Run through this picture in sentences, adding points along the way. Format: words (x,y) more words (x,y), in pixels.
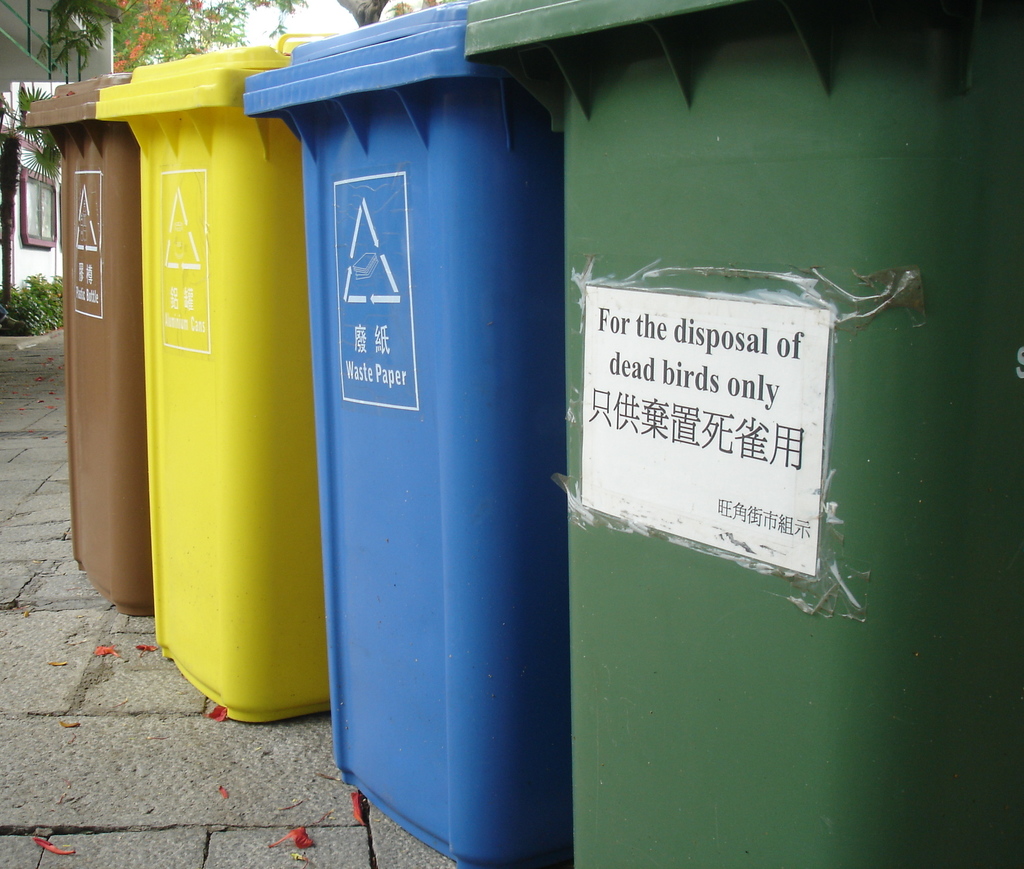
In the center of the image (536,336) we can see four dustbins (580,375), which are in brown, yellow, blue and green color. On the dustbins (809,635), we can see the banners (621,375). On the banners (609,397), we can see some text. In the background (220,30) we can see the sky (258,41), trees (158,43), plants (18,319), one building (31,53), window (50,193) and a few other objects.
